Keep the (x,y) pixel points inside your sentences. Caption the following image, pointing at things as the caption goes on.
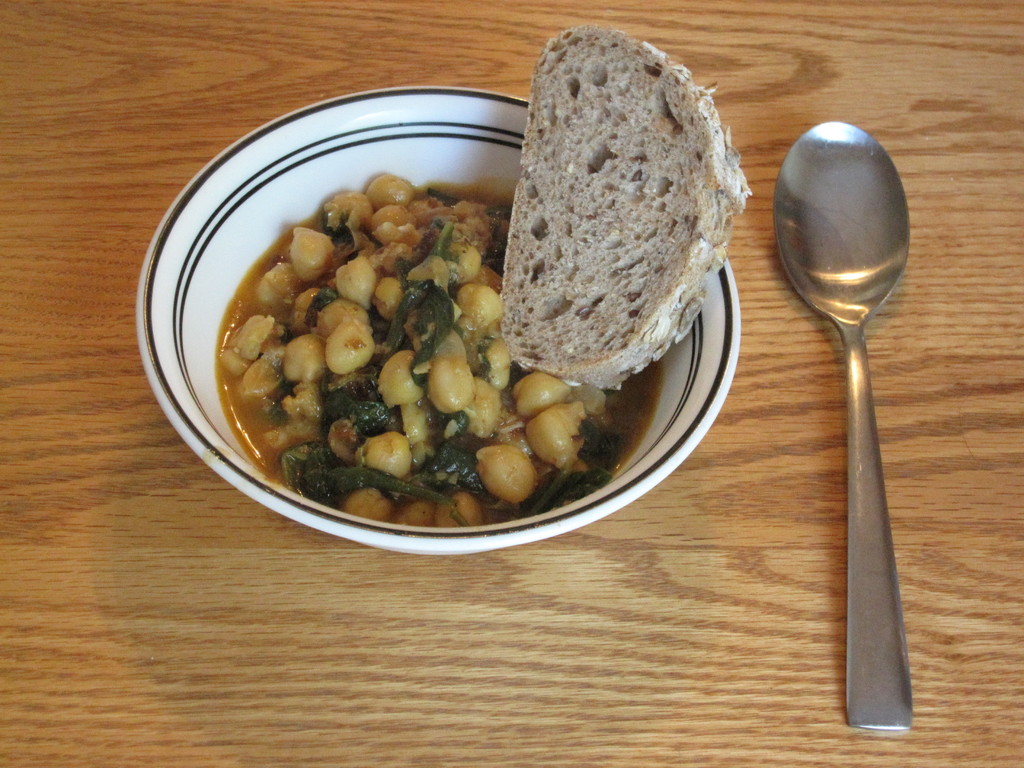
This image consists of bread (541,287) along with beans curry (407,400) in a bowl (190,288). The bowl (655,471) is in white color. It is kept on a table (592,652). On the right (861,173), there is a spoon (858,407).
